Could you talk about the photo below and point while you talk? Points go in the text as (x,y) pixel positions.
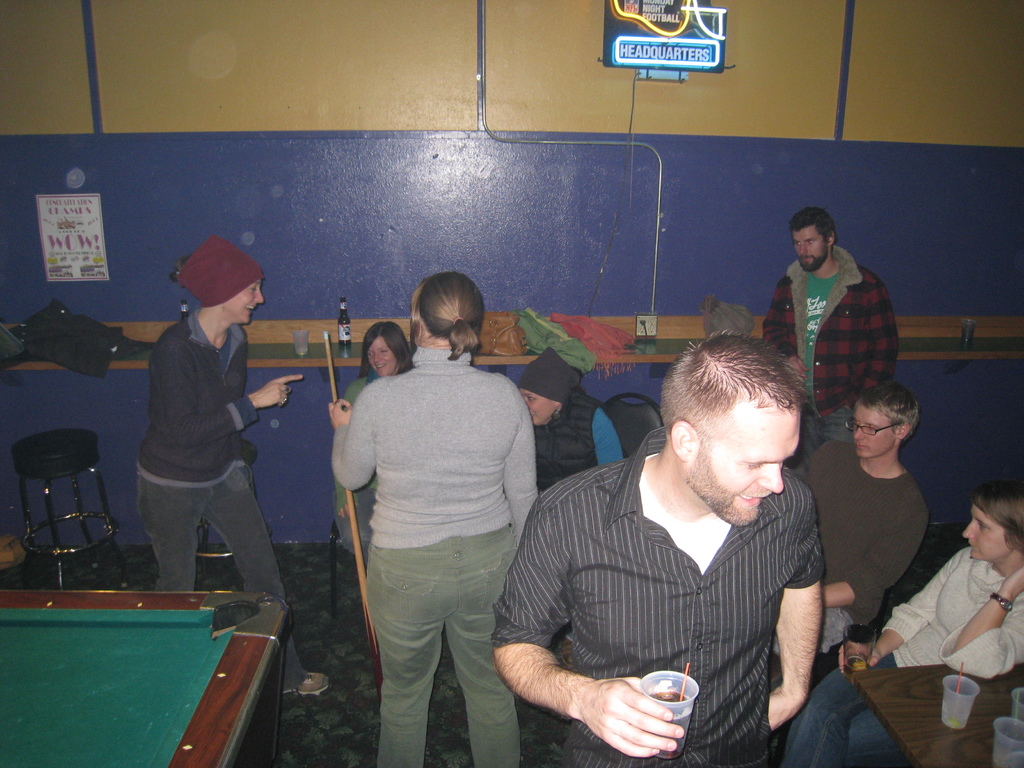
In this image there are group of people (811,473). At the back (155,181) there is a poster (62,216) on the wall (368,187) and there is a bottle (345,299), glass (301,354), bag (503,321), clothes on the table (908,359). At the left (31,547) there is a stool (56,547).
